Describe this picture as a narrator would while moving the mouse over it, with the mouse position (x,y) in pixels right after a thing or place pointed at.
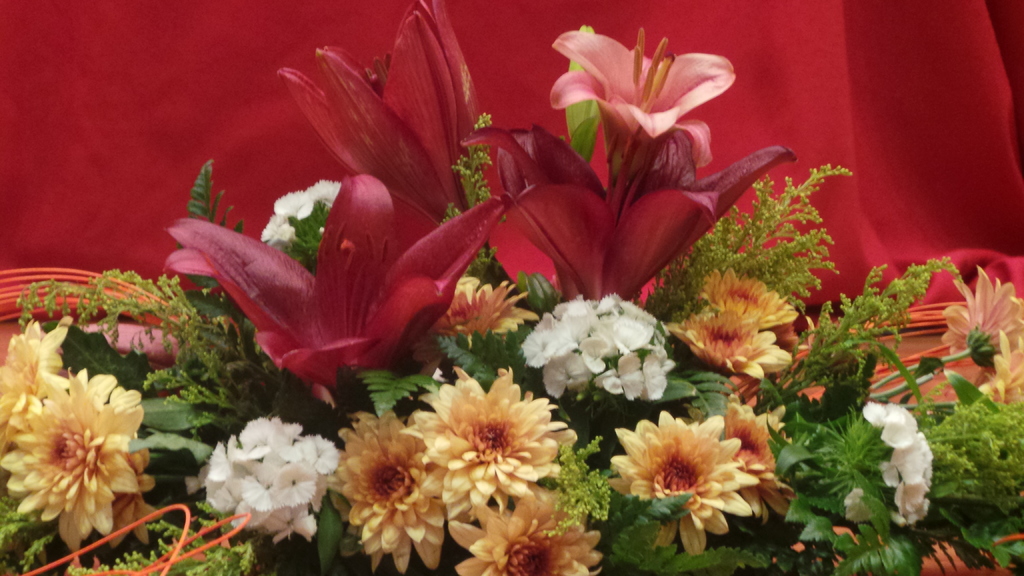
In this picture there are colorful flowers (689,74) in the center of the image (537,256) and there is a red color curtain (932,38) in the background area of the image (932,58).
